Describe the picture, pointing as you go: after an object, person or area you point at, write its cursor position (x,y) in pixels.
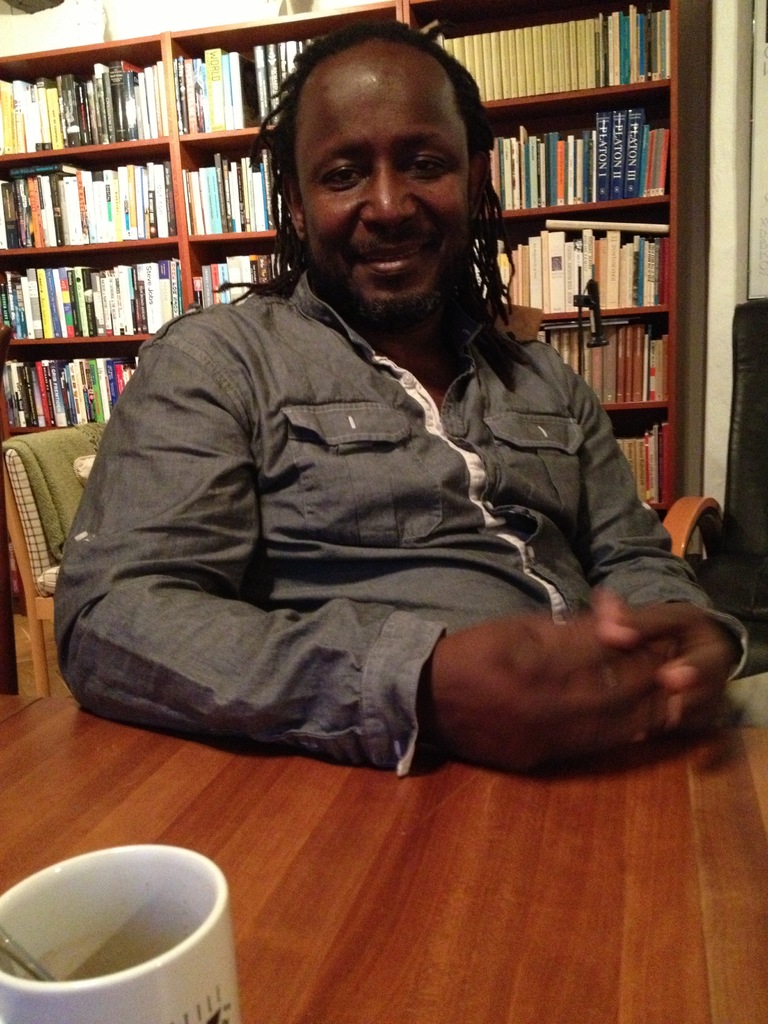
In the picture we can see a man (238,597) sitting on a chair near the table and we can see a cup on the table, in the background (647,471) we can see a rack (192,237) with books (43,303) in it and one chair (45,544) just beside it. A man (350,240) is wearing a shirt (201,612) which is ash in color and a long hair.
